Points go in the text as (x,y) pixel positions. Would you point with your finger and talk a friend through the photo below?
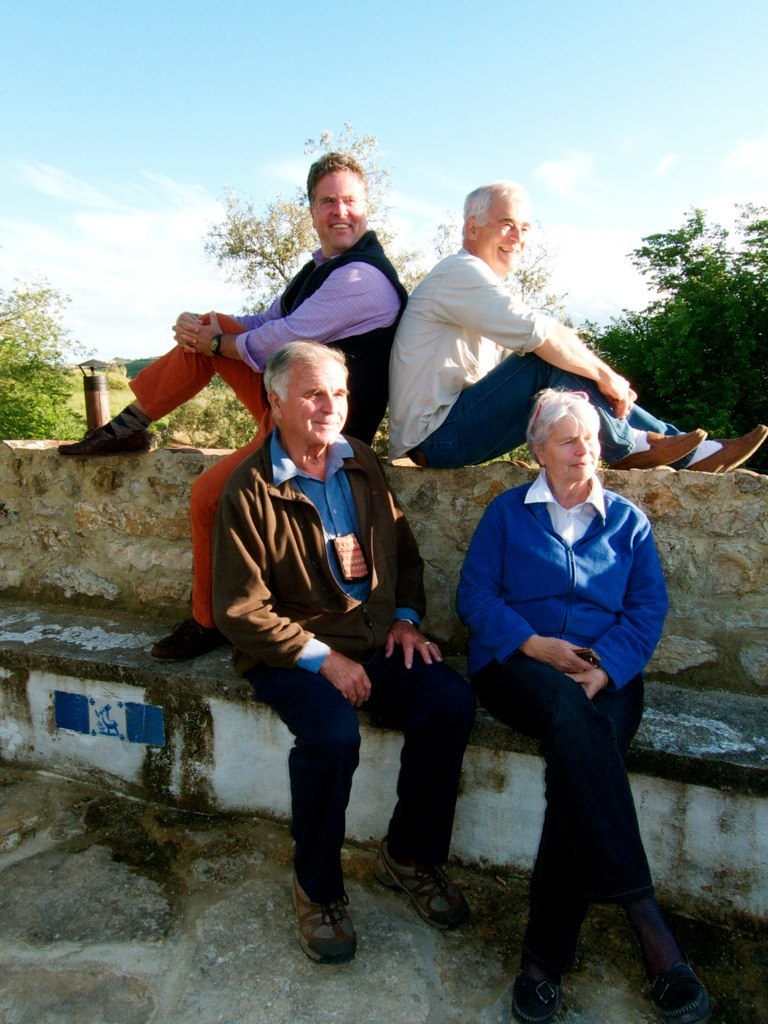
In this picture we can describe about the group of old friends (222,493) are sitting on the small wall (467,542), Smiling and looking on the right side (710,582). Behind there are many trees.
